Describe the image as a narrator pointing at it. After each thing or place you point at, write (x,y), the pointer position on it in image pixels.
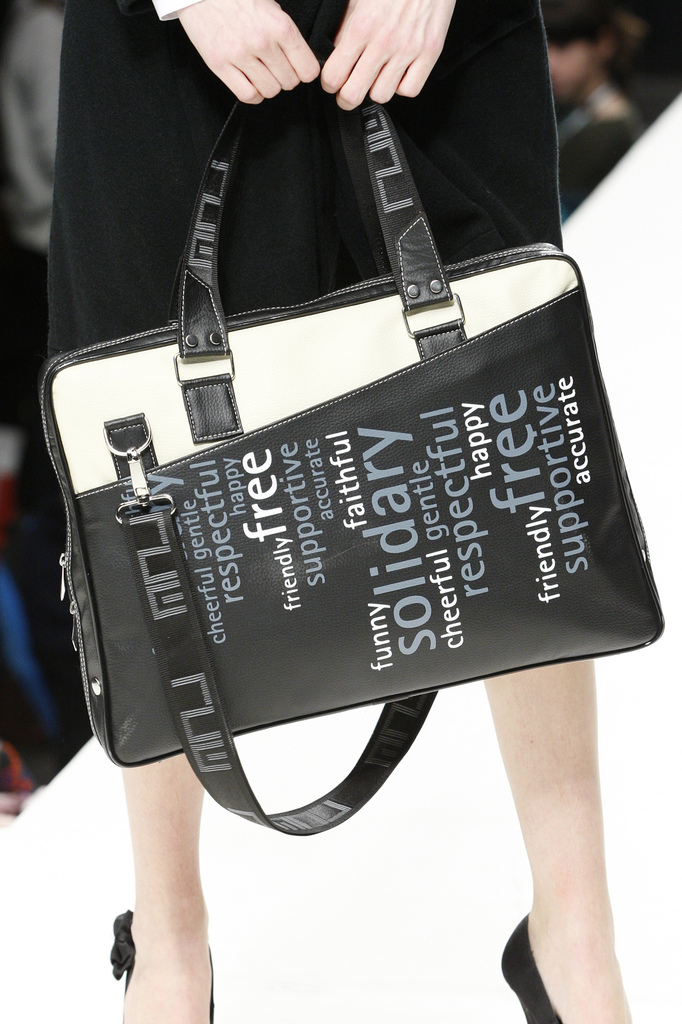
In the middle (372,355) there is a woman (229,44) she is holding a hand bag (272,560), there is some text (359,525) written on that bag (349,551) she is wearing a black dress (480,145). In the background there are some people (27,119).
